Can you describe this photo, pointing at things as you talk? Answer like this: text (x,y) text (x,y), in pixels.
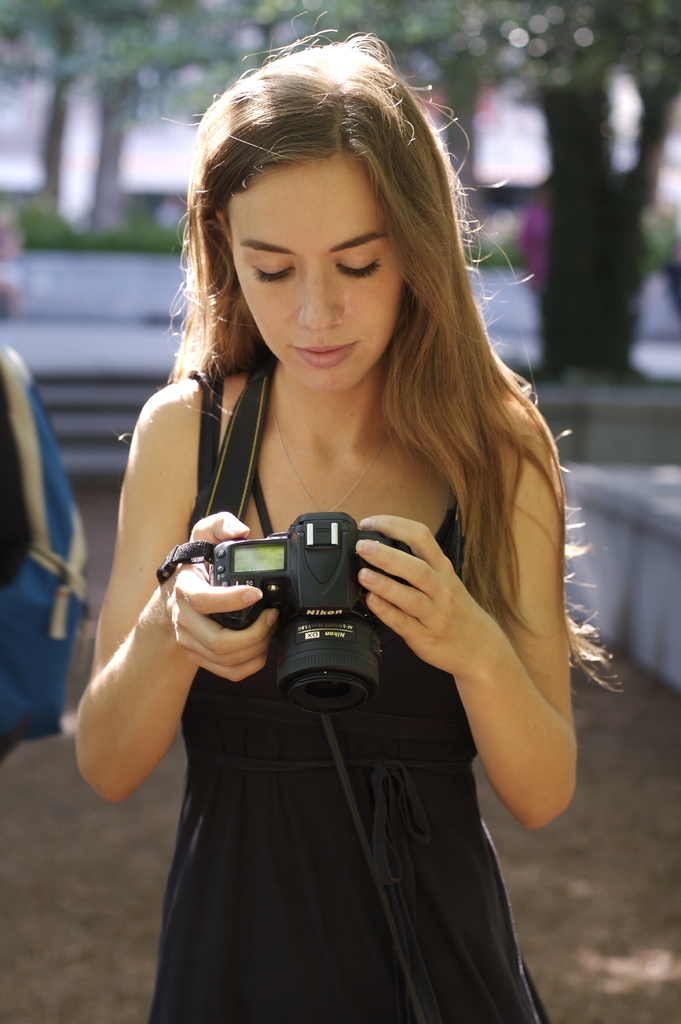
The woman (167,511) here is catching a camera (325,655) in her hand (197,652) and she is wearing a black color top (315,919) or a dress (284,920). She is leaving her hair (235,170) untied. Beside her we can see a person (1,372) holding or catching a bag (46,629). Behind her, we can find a bench (82,347) and on background (590,289) we can see trees (472,32) which are blurry.
